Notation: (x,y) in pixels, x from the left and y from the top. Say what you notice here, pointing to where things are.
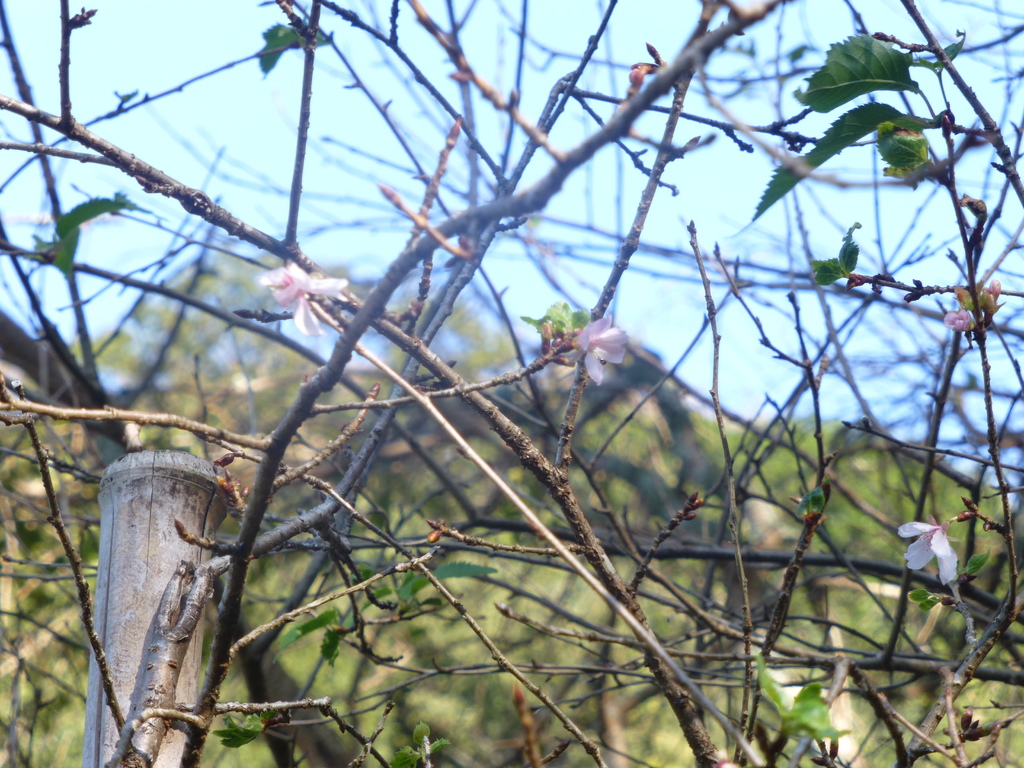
In this image there are trees (474,397), there are leaves (848,113), there are flowers (614,339), there is the sky (395,118), there is an object (204,475) truncated towards the bottom of the image (161,587).
